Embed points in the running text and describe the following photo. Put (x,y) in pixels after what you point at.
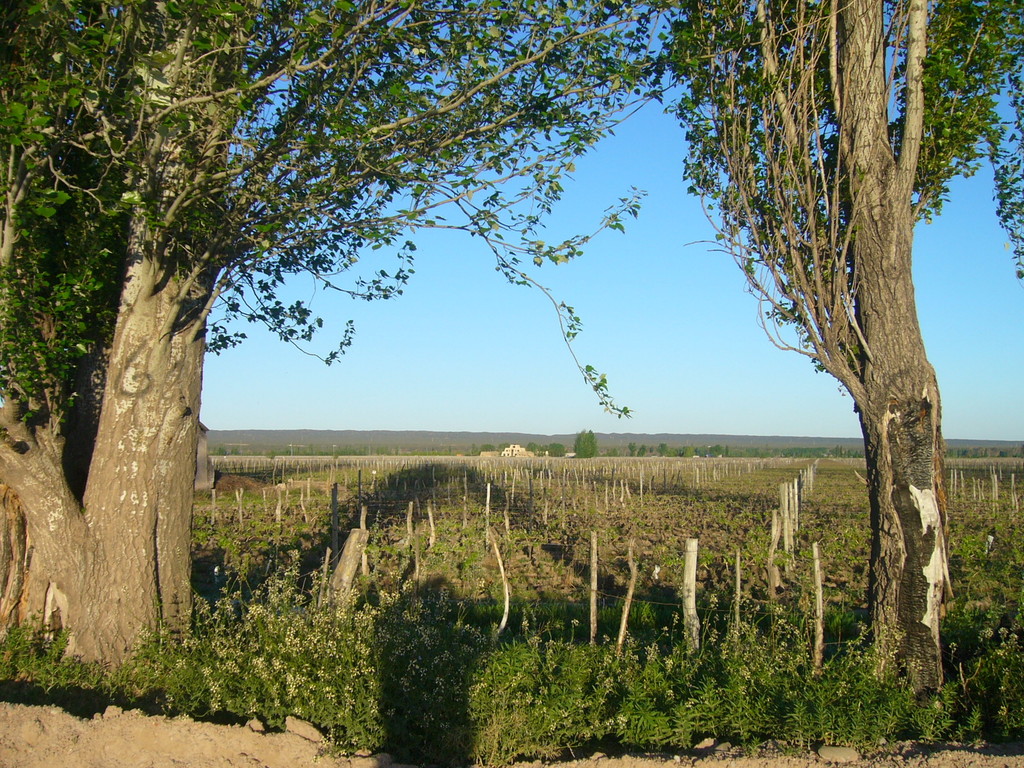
In this image I can see trees (129,311) in green color. Background (662,218) I can see sky (647,294) in blue and white color.
